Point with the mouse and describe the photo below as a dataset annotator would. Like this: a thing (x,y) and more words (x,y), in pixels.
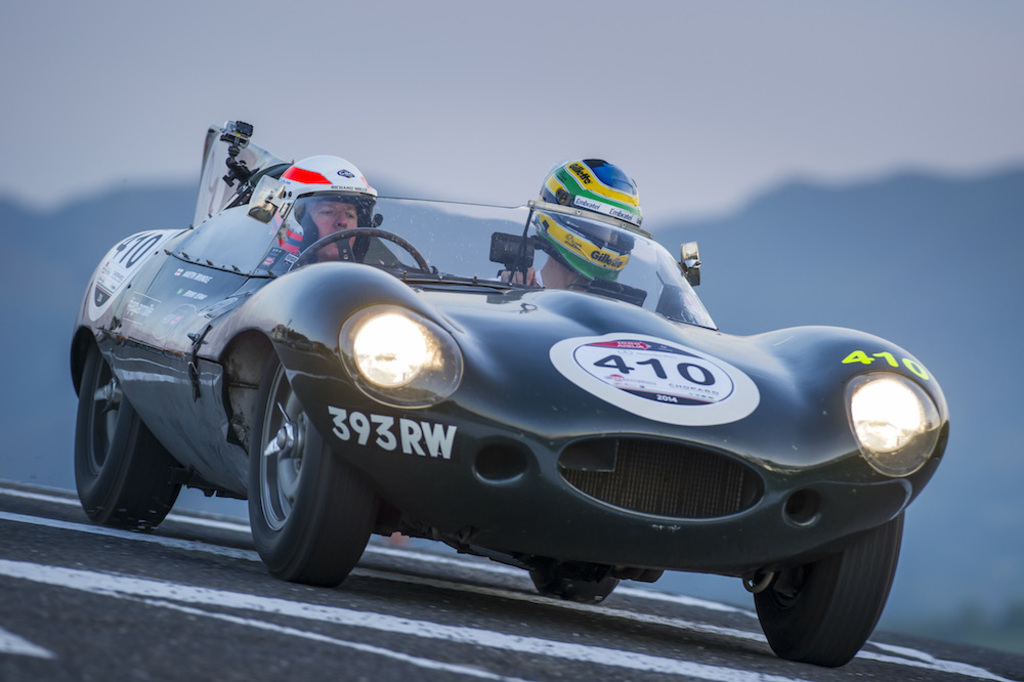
In the picture I can see a sports car (310,490) on the road (74,490) and there are two persons (338,207) sitting in the car (374,234). I can see the helmet (547,198) on their heads (328,217).
